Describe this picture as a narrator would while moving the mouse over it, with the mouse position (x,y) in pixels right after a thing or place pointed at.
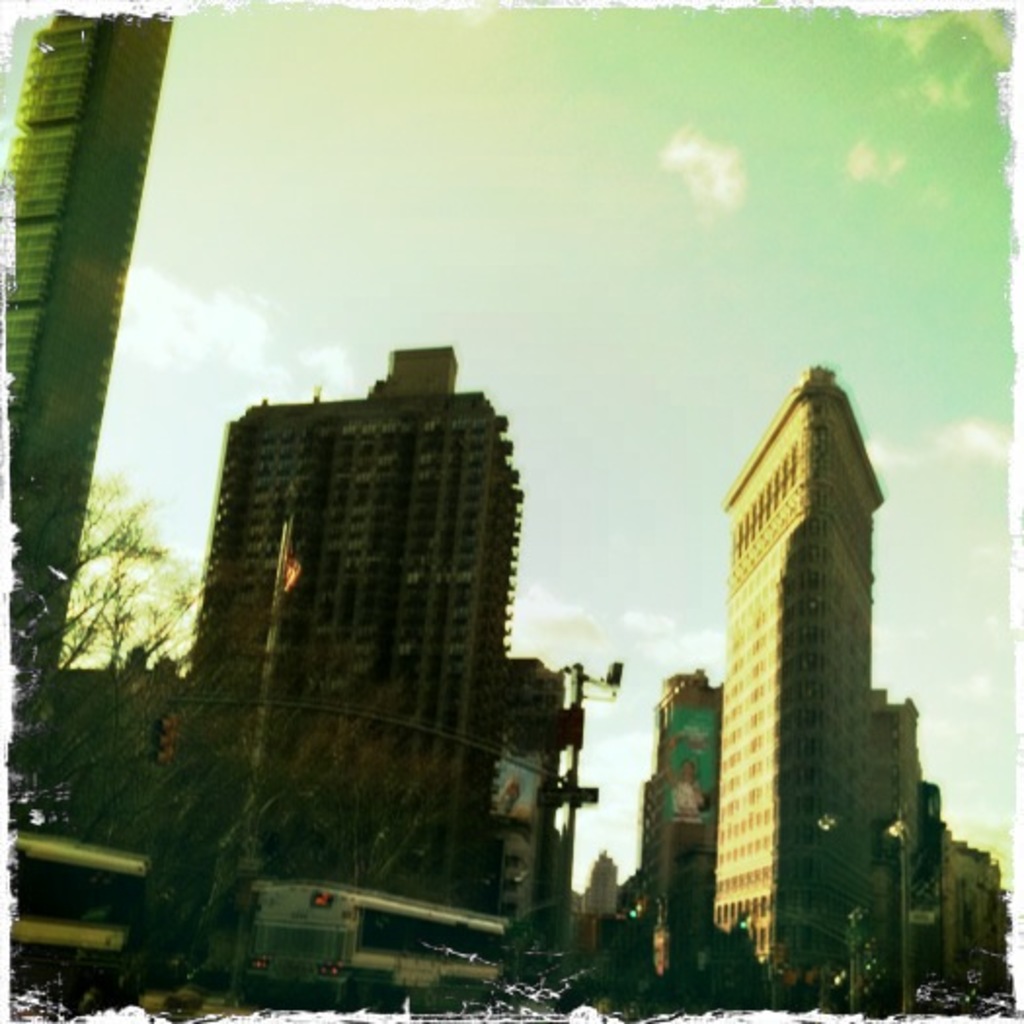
In the picture I can see buildings (411,574), vehicles (265,920), poles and some other objects (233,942). In the background (542,397) I can see the sky (579,343).
